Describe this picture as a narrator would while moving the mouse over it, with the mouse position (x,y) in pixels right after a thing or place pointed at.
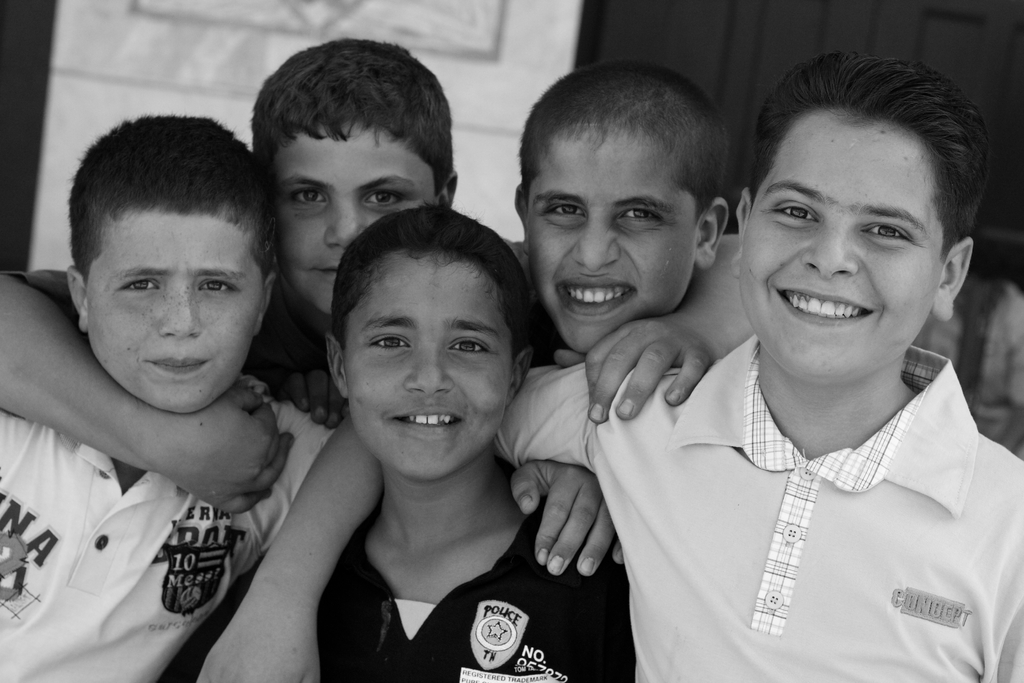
This is a black and white image of many children (617,468). Few are smiling.
